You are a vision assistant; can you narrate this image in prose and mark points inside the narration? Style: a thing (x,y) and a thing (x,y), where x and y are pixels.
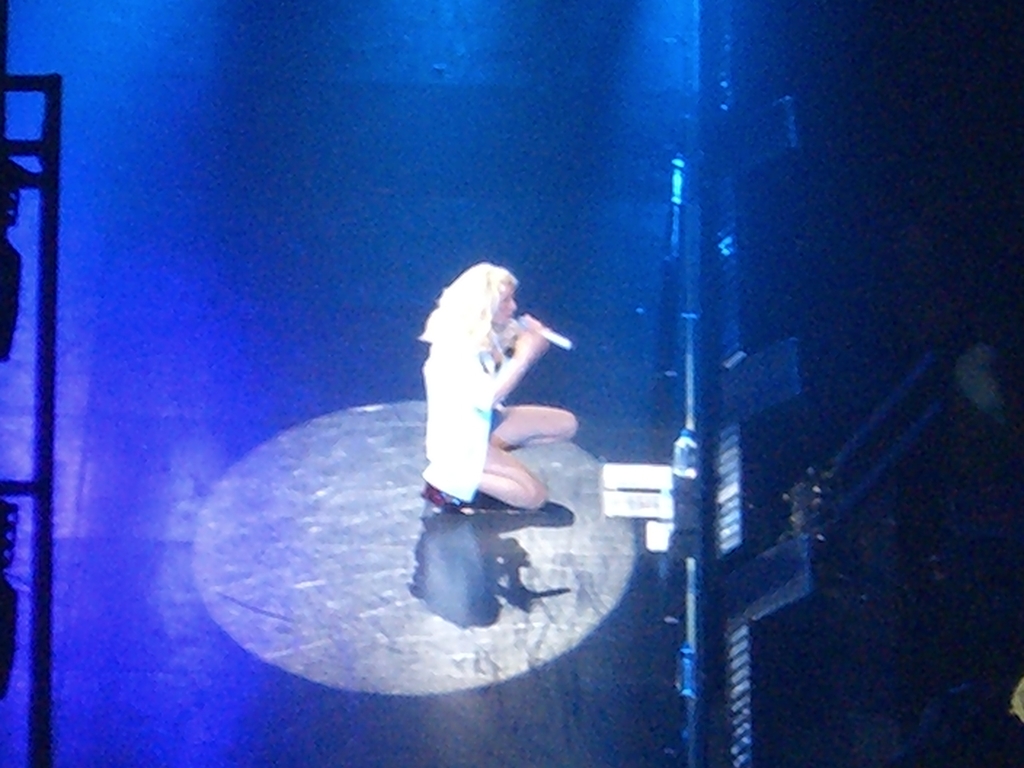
In the picture I can see a woman (436,369) is kneeling down on the floor (414,437). The woman (478,398) is holding a microphone (525,322) in the hand (528,341). I can also see some objects (682,522).
